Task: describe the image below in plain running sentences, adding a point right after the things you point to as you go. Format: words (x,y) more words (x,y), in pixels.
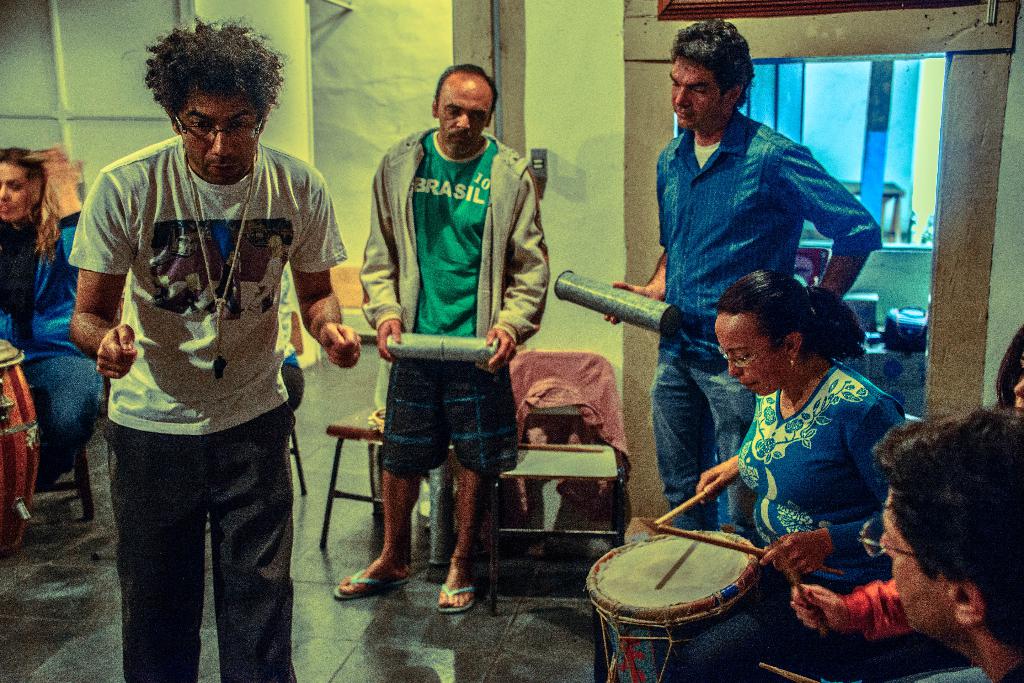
In this image I can see a group of people (539,307) are playing musical instruments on the floor (334,518), chairs (372,502) and a table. In the background (1005,296) I can see a wall (564,160), door (963,207), metal rods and a mirror (783,116). This image is taken may be in a hall (424,359).
